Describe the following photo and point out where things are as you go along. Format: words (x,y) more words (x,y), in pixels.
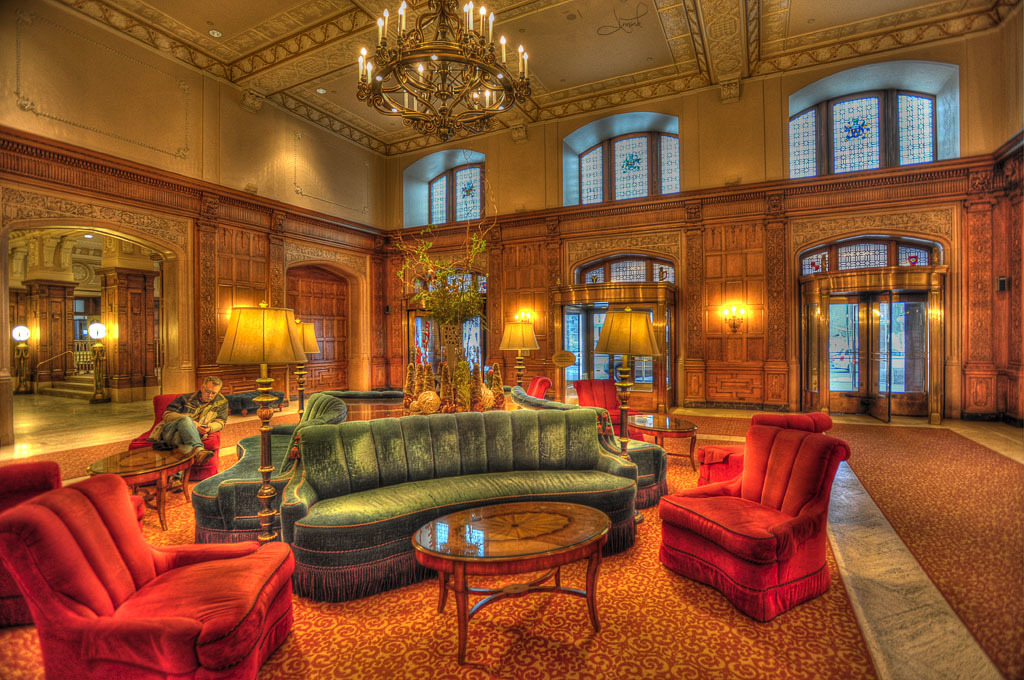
This picture is taken in the hall (507,370) at the left side (192,431) the man (190,425) is sitting on the sofa (167,415) there are two lamps (94,371). In the center (621,359) there are three sofas (490,471) and a table (525,549) and four lamps (302,368) houseplant (456,312). At the right side (879,330) there is a door (869,349), window (861,153), lamp (743,316) hanged to the wall (730,290), floor mat (955,496) on the floor (913,575). On the top (449,72) there is a chandelier (439,57) with candles (483,33).
